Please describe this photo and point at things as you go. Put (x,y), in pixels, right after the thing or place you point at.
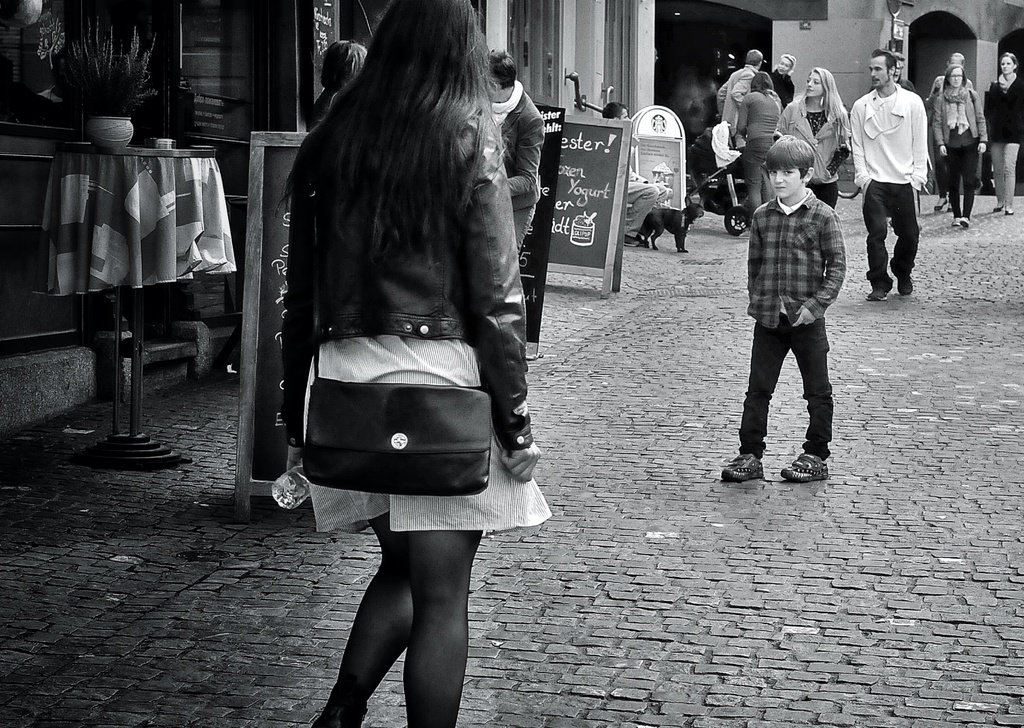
On the road (875,409) there are some people (900,142) walking. A boy (793,263) with the checks shirt (793,263) is standing in the middle of the road (782,447). And to the footpath (567,392) there are some posters (609,179). And we can also see animal (660,227). And a lady (759,123) is carrying a stroller (712,181). And to the left corner (145,226) there is a table (145,157) with cloth (146,220). On the table (112,162) there is a pot (120,119) with plant (109,90).
